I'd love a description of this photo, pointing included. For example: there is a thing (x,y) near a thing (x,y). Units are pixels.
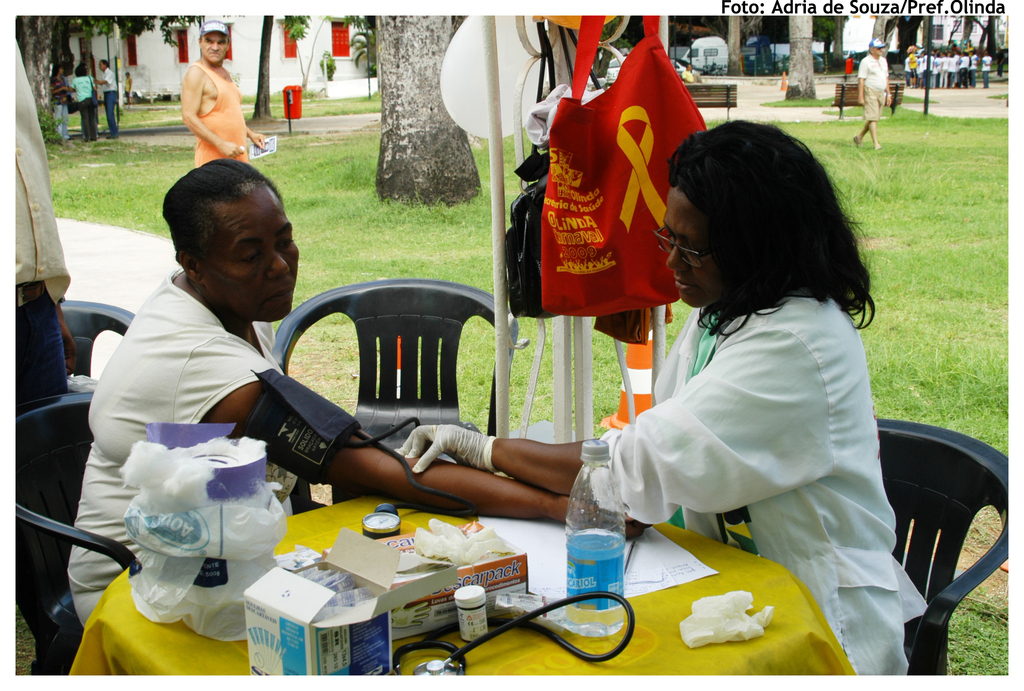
In this image, I can see two persons (449,441) sitting on the chairs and there are groups of people (923,75) standing. I can see a tissue paper box (456,585), water bottle (589,583), paper (646,577), stethoscope (477,645), cotton (203,528) and few other things (248,615) on a table (613,649), which is covered with a cloth (750,668). There are bags (615,221) hanging to a pole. In the background (299,68), there are buildings (946,45), trees (733,58), a vehicle (724,58), a dustbin (287,89), benches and the grass (933,192). In the top right corner of the image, I can see a watermark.
